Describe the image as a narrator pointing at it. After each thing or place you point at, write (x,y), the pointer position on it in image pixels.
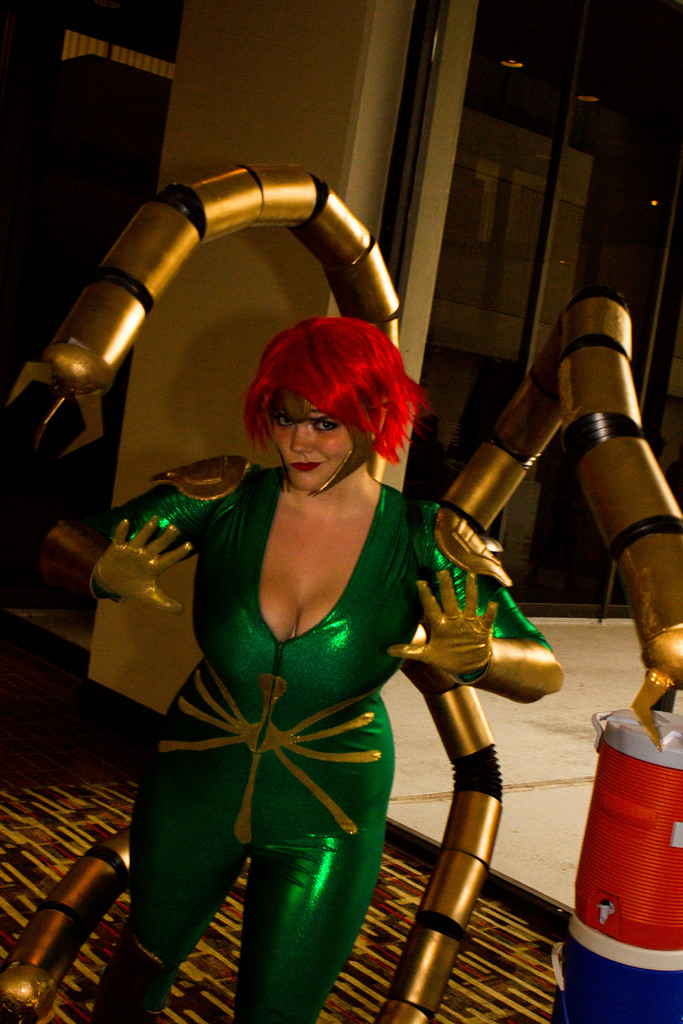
In this image, we can see a person (305,570) wearing fancy dress (246,617). There is a drum (606,805) in the bottom right of the image (644,892). There is a pillar (174,395) in the middle of the image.
